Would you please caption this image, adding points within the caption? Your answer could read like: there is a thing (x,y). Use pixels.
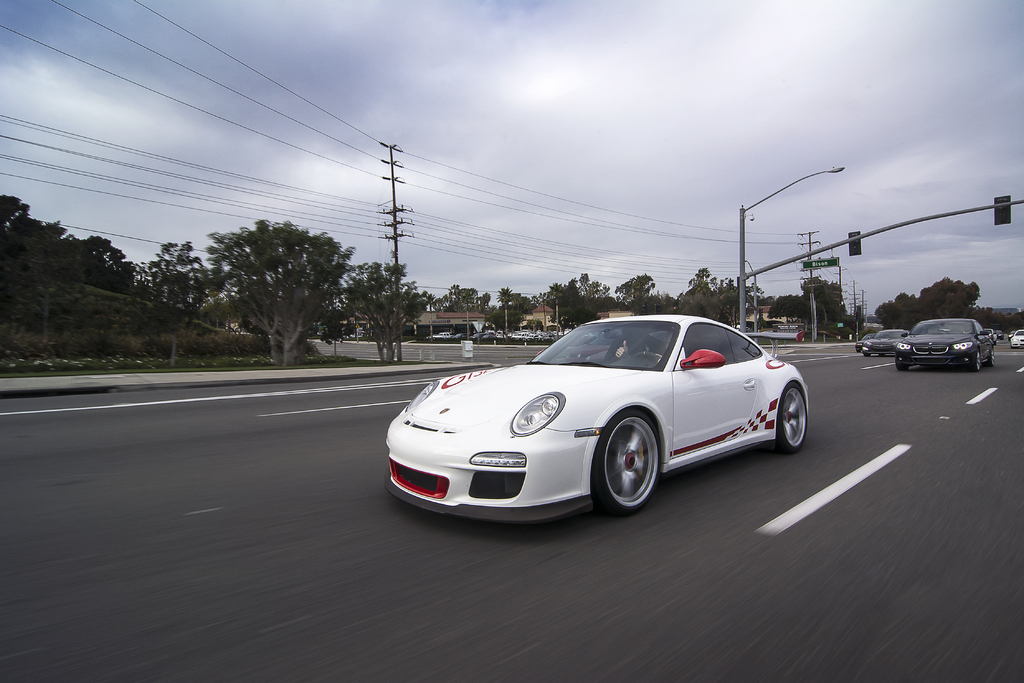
In this image we can see the vehicles (687,347) passing on the road (874,401). Image also consists of electrical poles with wires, light poles (770,268) and also many trees (804,307). There is a cloudy sky (687,127).
